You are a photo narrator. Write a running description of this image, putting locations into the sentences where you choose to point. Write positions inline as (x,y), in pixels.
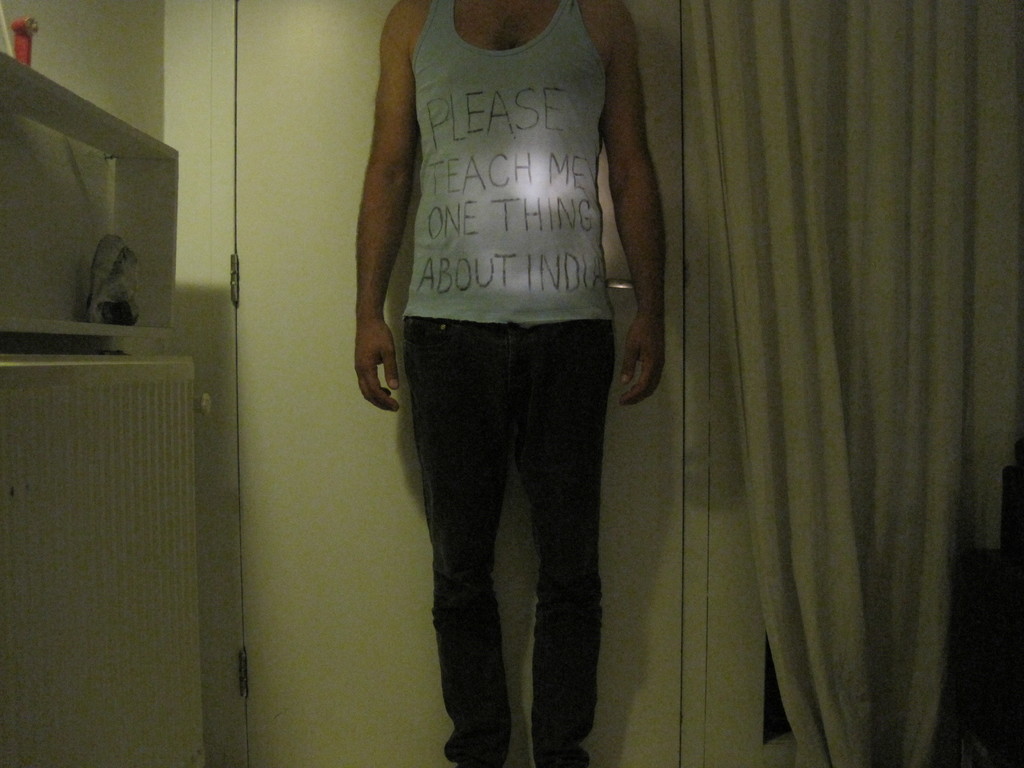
This image consists of a man (548,382) wearing sleeveless white color shirt (519,235). To the right (904,375), there is a curtain (880,452). Behind him, there is a door (356,224). To the left (74,168), there is a wall (75,48) along with cupboard (13,97).
